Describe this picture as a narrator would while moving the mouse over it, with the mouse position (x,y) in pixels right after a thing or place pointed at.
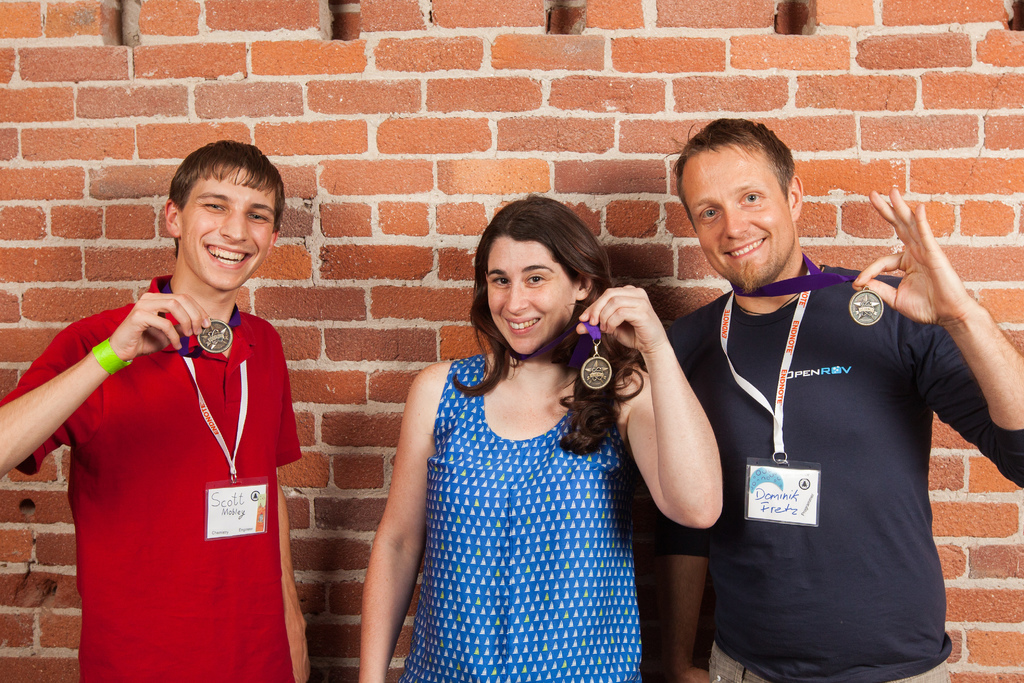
In this image we can see there are three people (692,505) showing their medals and posing for a picture, behind them there is a brick wall (424,172).
